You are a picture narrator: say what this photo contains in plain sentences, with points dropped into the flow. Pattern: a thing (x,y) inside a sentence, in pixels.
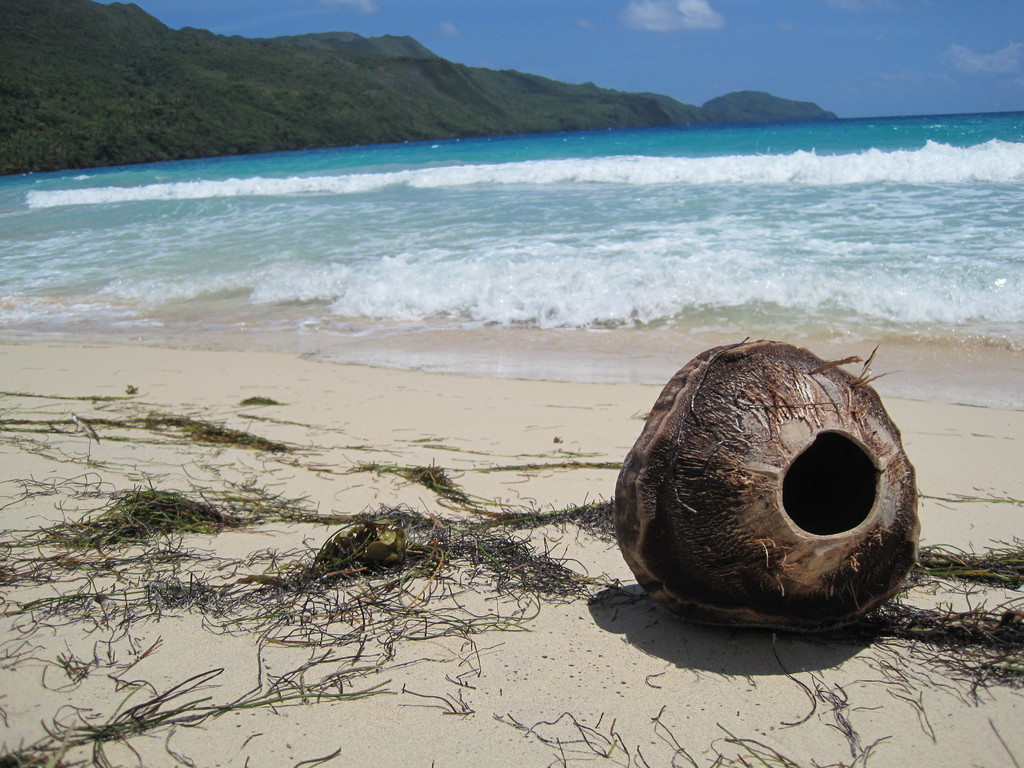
In this image, we can see coconut (757,543) and twigs (956,572) on the sand (609,714). Here we can see waves (878,231) in the water (745,192). Background (79,90) there are few mountains (92,93) and sky (661,68).
